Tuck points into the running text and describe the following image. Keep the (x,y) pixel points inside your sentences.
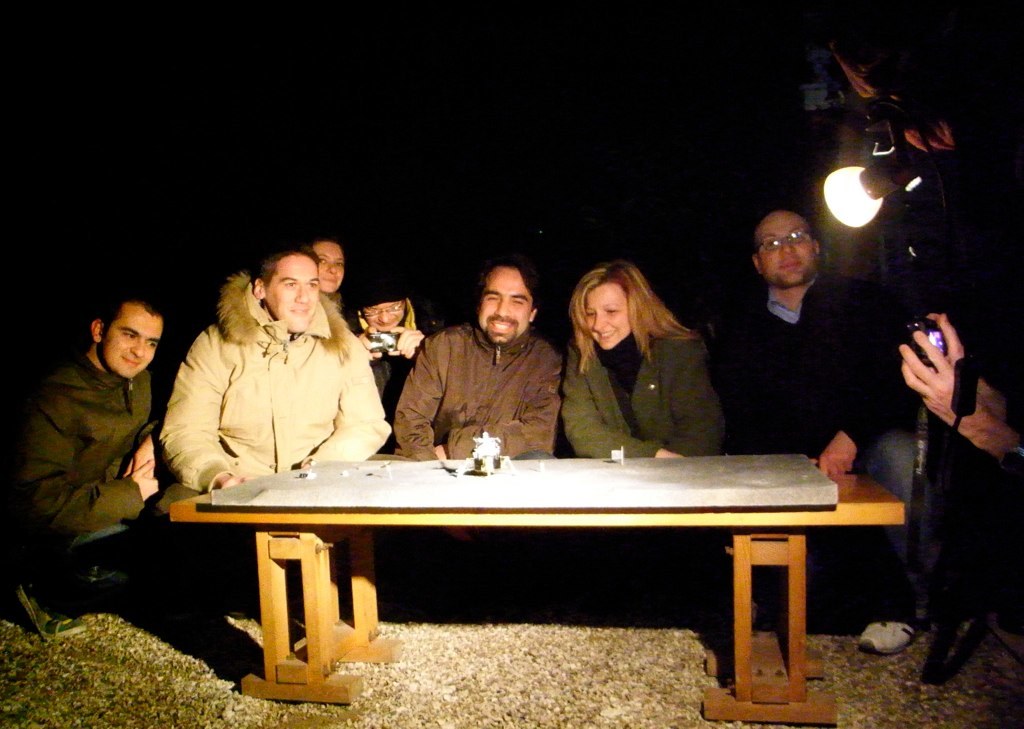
In this picture I can see few people (699,386) are seated and I can see a table (798,560) and few miniatures (497,466) on the table (819,469) and I can see a light (845,216) and couple of them holding cameras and taking pictures and I can see a dark background (167,70). Looks like a map (744,463) on the table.
